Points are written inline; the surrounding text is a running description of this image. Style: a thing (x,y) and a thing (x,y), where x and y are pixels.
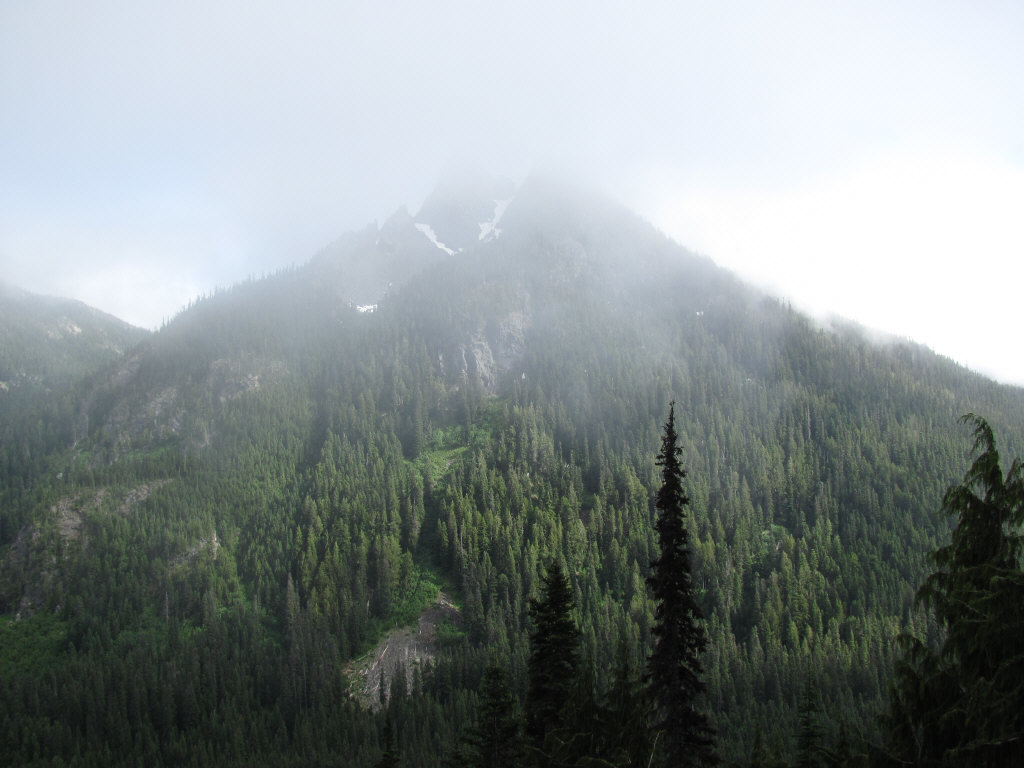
In this image we can see some trees (400,541) and the mountains (493,284), in the background (89,148) we can see the sky (100,138).
